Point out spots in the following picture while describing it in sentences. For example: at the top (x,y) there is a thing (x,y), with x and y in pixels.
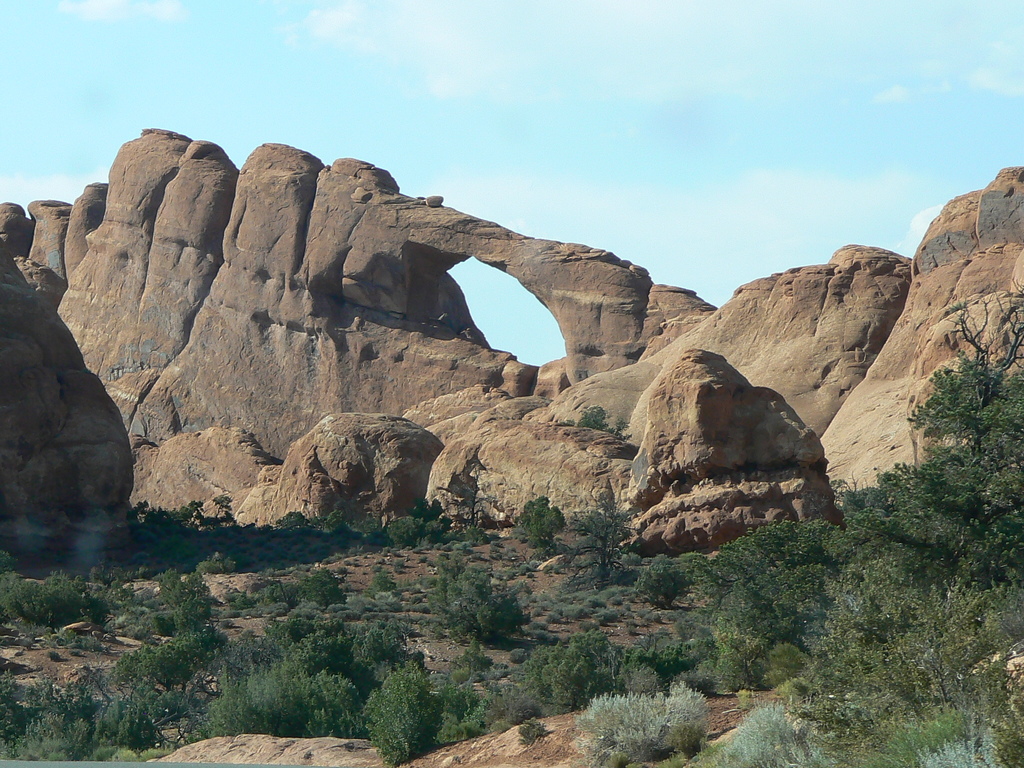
This picture looks like Arches national park (612,519). There are some rocks (371,479), some trees (399,644), bushes (978,744), plants (385,689) and grass (713,756) on the ground (376,576). At the top (340,35) there is the sky (250,151).
